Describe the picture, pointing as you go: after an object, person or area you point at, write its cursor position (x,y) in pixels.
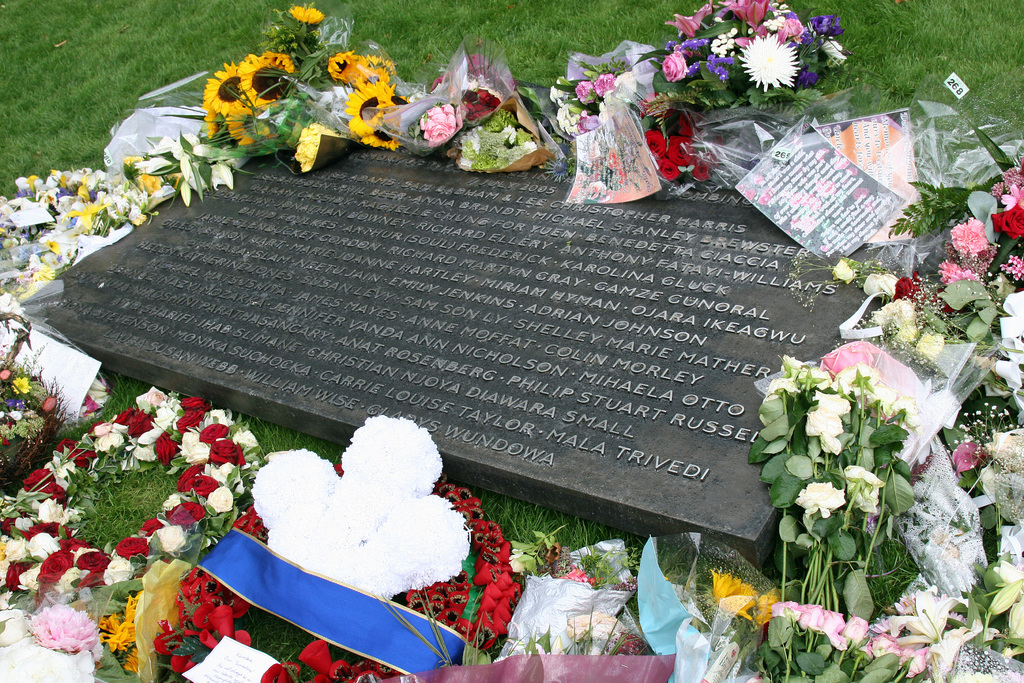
In this image I can see the memorial stone (558,459) and something is written on it. I can see many flowers (616,628) and cards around the stone (818,284). I can see these flowers (663,133) are colorful. It is on the green color grass (68,59).
